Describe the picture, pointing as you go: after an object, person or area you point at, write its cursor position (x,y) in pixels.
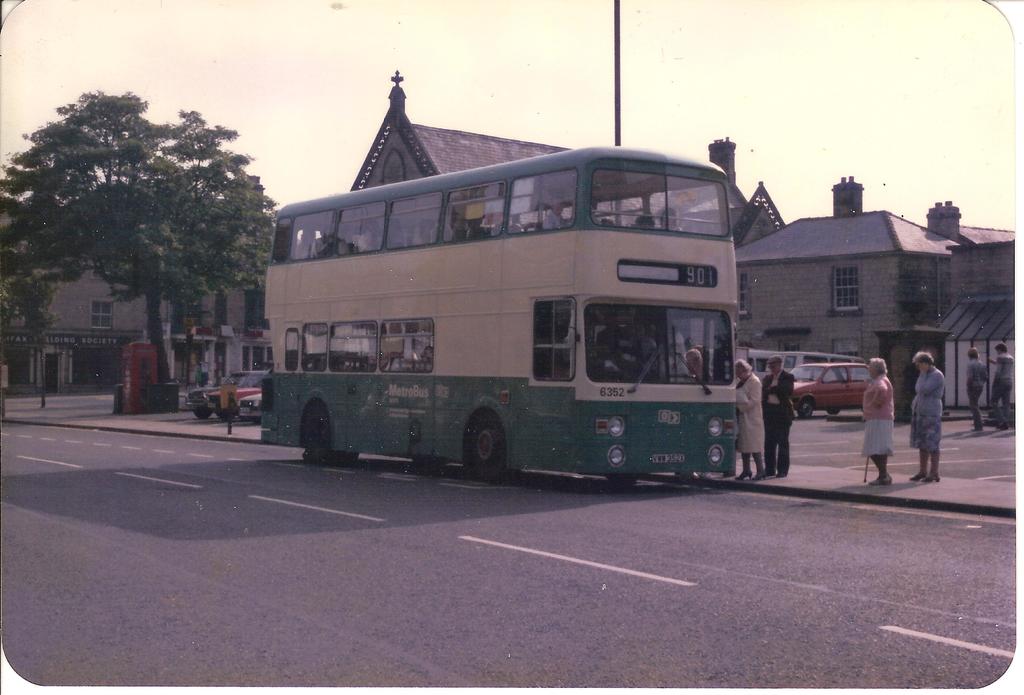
In this image we can see some people (768,449) standing, vehicles (718,419), buildings (990,343), trees (232,189), road (440,653) and we can also see the sky (390,68).
